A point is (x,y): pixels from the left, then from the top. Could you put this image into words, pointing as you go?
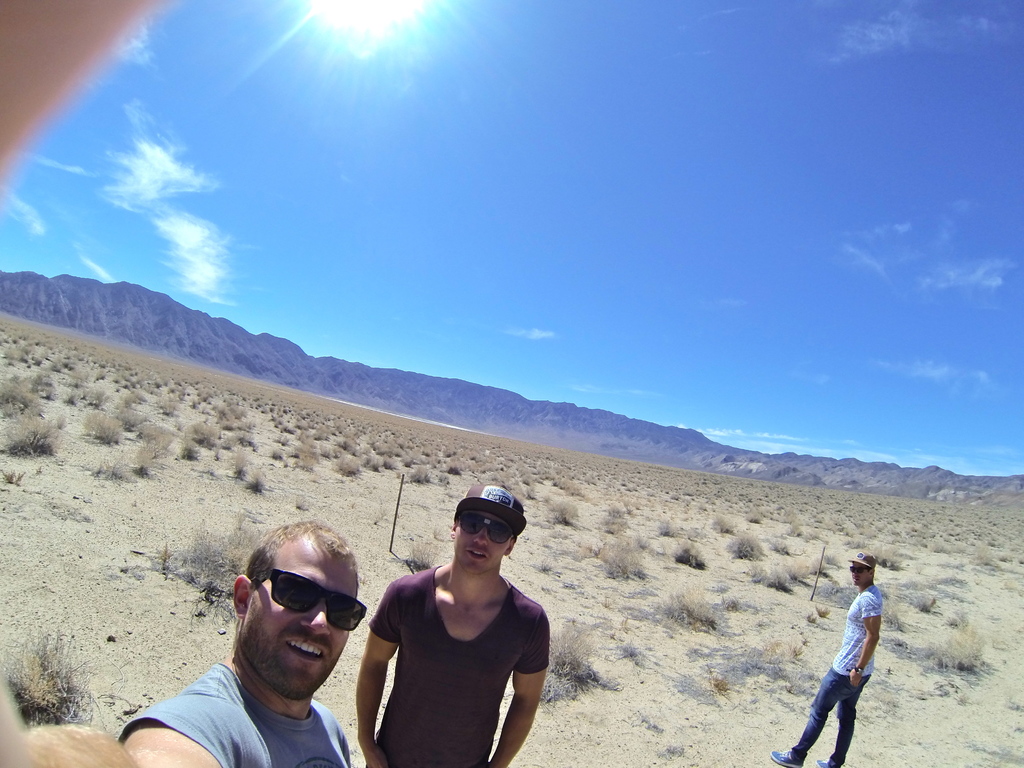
In this image there are two people (523,618) in the foreground (326,693) and they are wearing spectacles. There is a person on the right corner (857,597). There is a ground (668,685) at the bottom (668,685). There are mountains (964,494) in the background (93,322). And there is sky (539,208) at the top (604,120).
